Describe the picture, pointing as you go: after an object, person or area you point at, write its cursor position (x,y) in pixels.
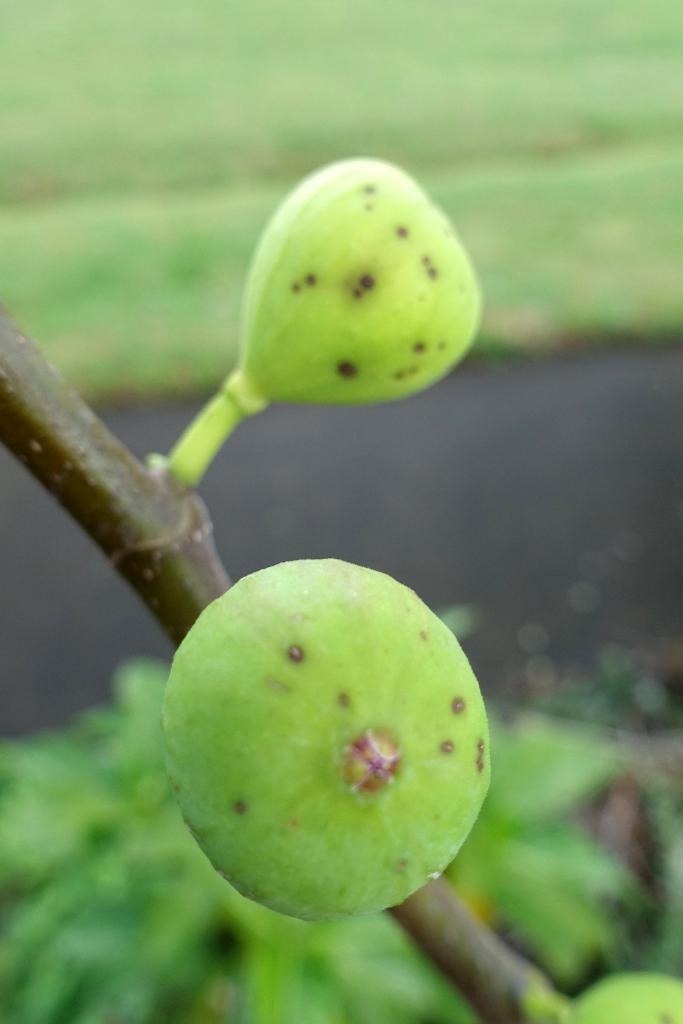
In this picture we can see fruits (471,671) and in the background (516,829) we can see plants (462,854), some objects (502,612) and it is blurry.
